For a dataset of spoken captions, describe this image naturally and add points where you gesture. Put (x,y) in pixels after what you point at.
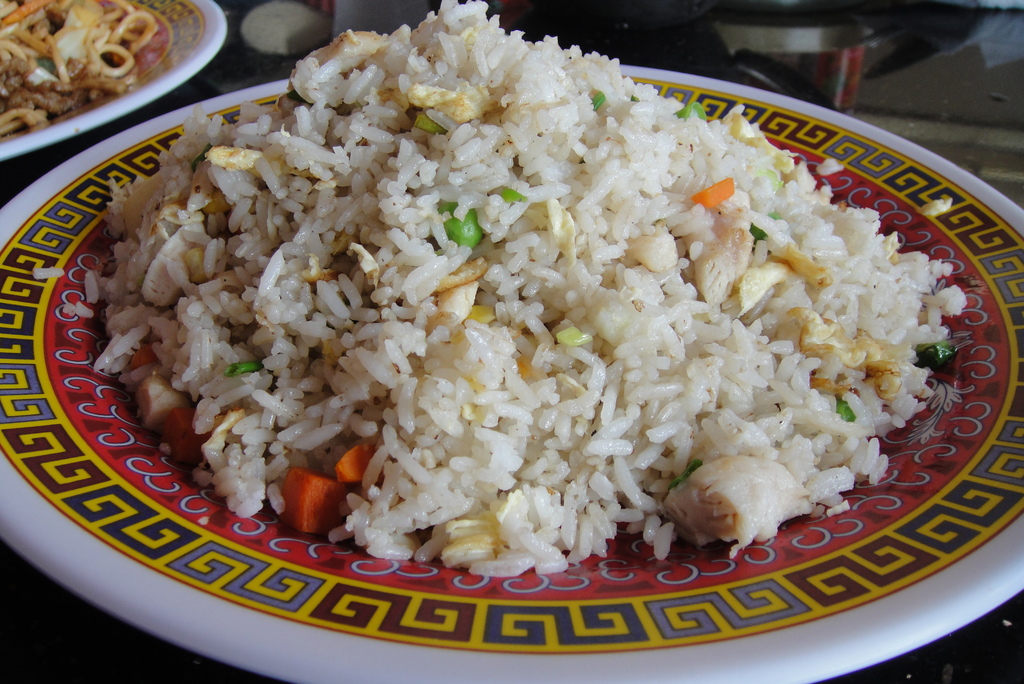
In this picture we can see there are plates (35,532) on an object (132,670) and on the plates (95,205) there are some food items (143,212).
